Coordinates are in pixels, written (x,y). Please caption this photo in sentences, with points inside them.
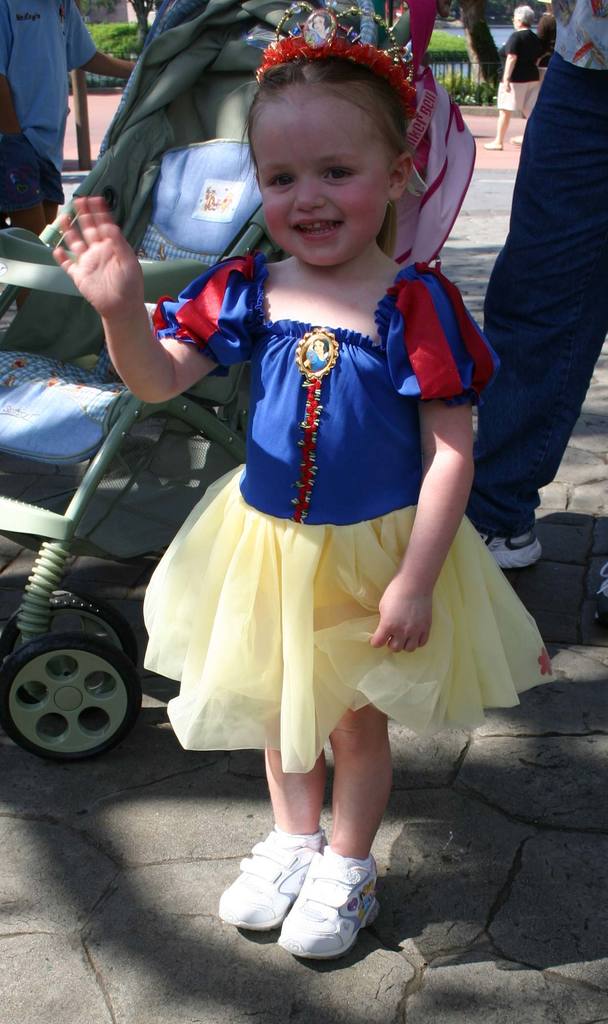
In this image there are people (32,69), plants (450,59), stroller (39,372), branches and girl (344,203).
